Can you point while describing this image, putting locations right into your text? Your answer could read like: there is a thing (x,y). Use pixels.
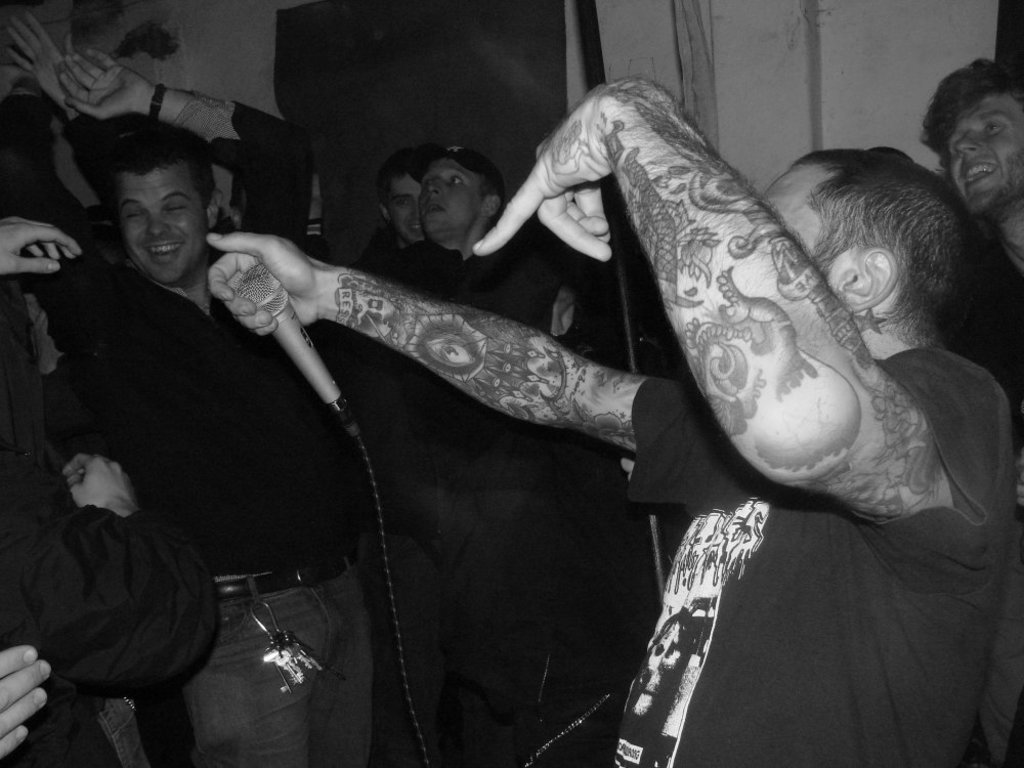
In this image there are a few people (378,450) dancing with a smile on their face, one of them is holding a mic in his hand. In the background (491,79) there is a wall (906,86).
